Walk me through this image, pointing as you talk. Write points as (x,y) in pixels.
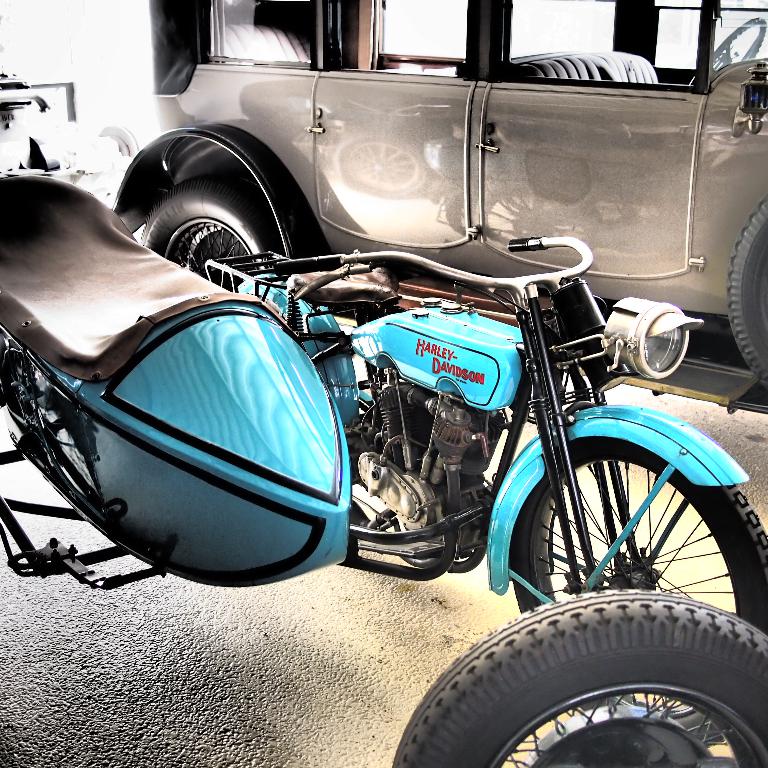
In this image I can see a bike (429,434) in blue color, at the top (145,157) it looks like a car (565,144) in grey color.
